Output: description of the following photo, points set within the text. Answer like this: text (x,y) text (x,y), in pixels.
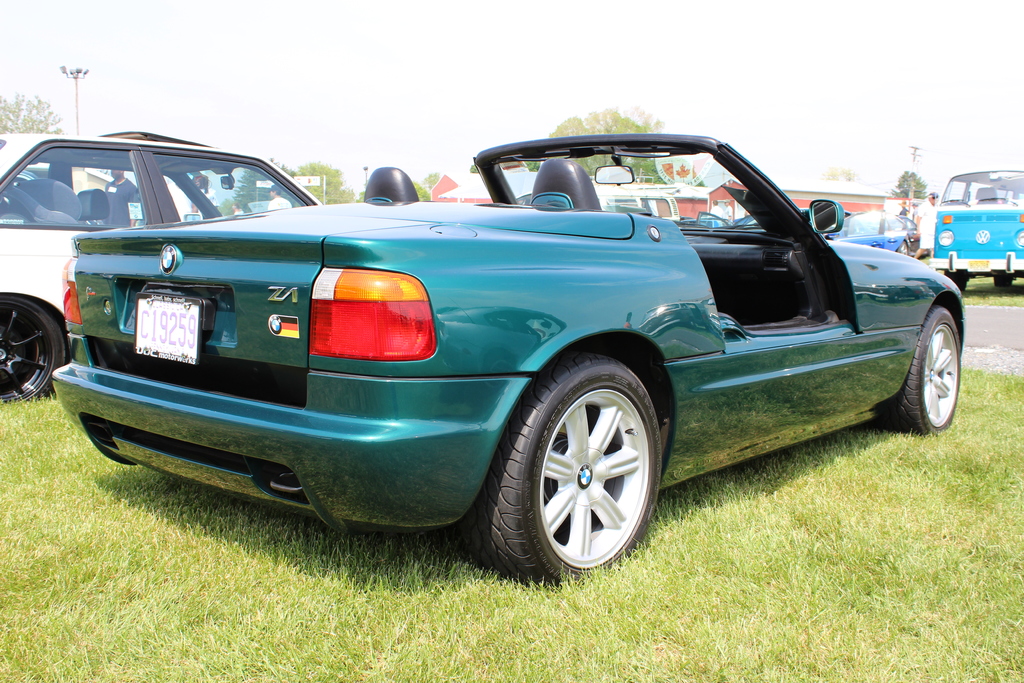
There is a car (524,149) in the foreground area of the image (456,340) on the grassland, there are cars (977,209), people (923,222), houses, poles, trees (333,169) and sky (873,178) in the background area (766,171).
